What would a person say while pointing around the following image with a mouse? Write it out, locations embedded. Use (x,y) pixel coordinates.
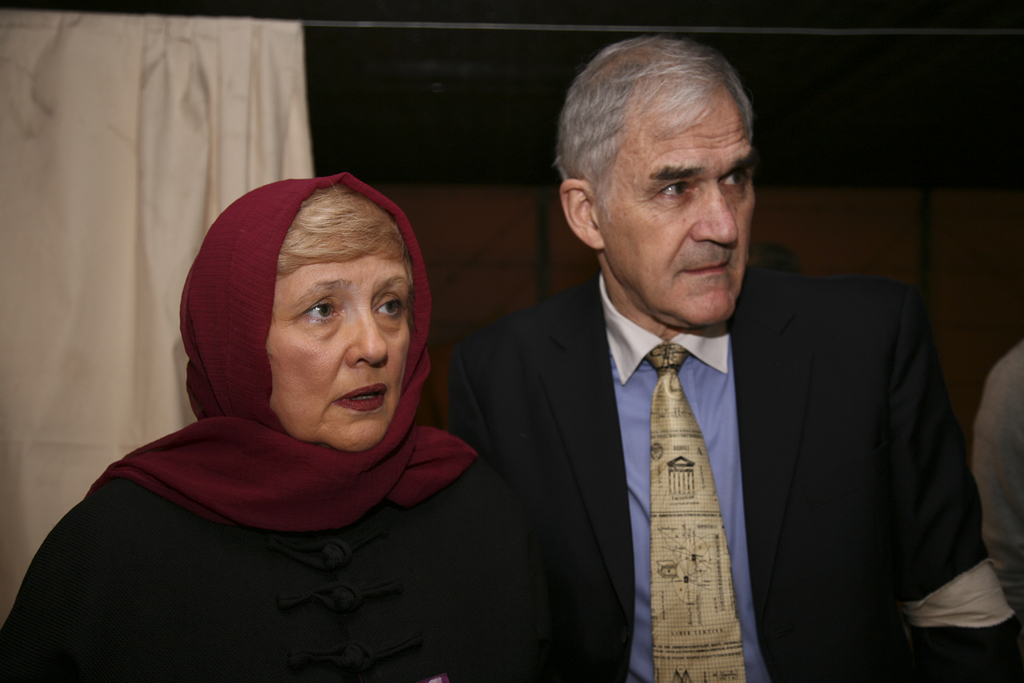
This picture shows a man (559,163) and a woman (85,527) standing and we see a curtain (18,71) on the back (245,55) and we see woman (413,236) wore a cloth (206,310) to her head (376,374) and man (672,381) wore a coat (879,378) and a tie (715,523).
